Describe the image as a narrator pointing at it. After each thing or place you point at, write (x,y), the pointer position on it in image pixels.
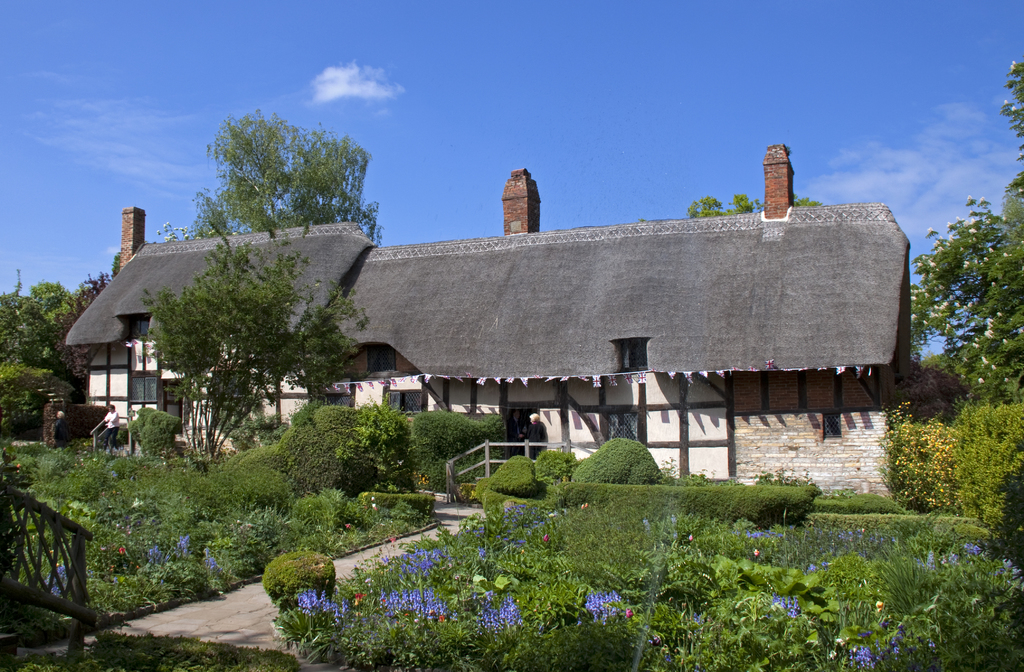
This image is taken outdoors. At the top of the image (81,141) there is the sky (393,118) with clouds (910,168). At the bottom of the image (328,641) there is a ground (373,663) with grass (541,663) on it. In the middle of the image (409,317) there is a house (298,409). There are many trees (62,289) and plants (667,610) with leaves (675,606), flowers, stems (968,536) and branches (959,359). There is a person (108,445) standing on the floor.
